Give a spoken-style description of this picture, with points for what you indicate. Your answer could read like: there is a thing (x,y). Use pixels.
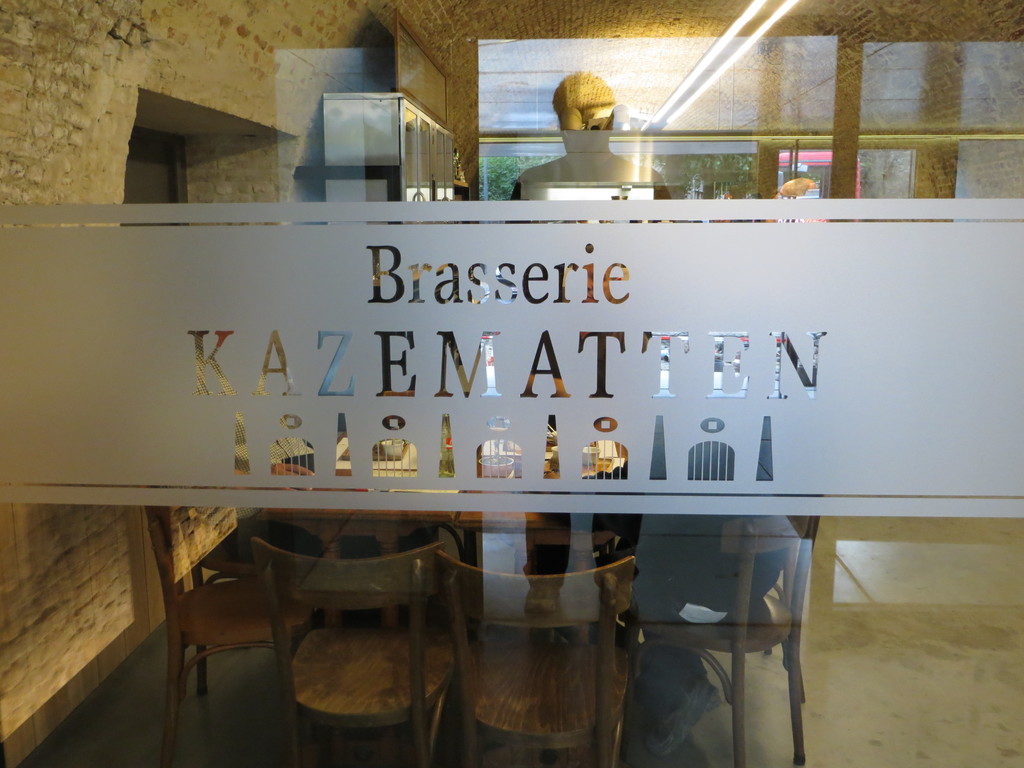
In the picture we can see a glass wall (557,581) with a name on it as BRASSERIE KAZEMATTEN, behind the wall (11,276) we can see a rack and some chairs (312,674) and person (769,563) sitting on it and to the ceiling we can see a light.
